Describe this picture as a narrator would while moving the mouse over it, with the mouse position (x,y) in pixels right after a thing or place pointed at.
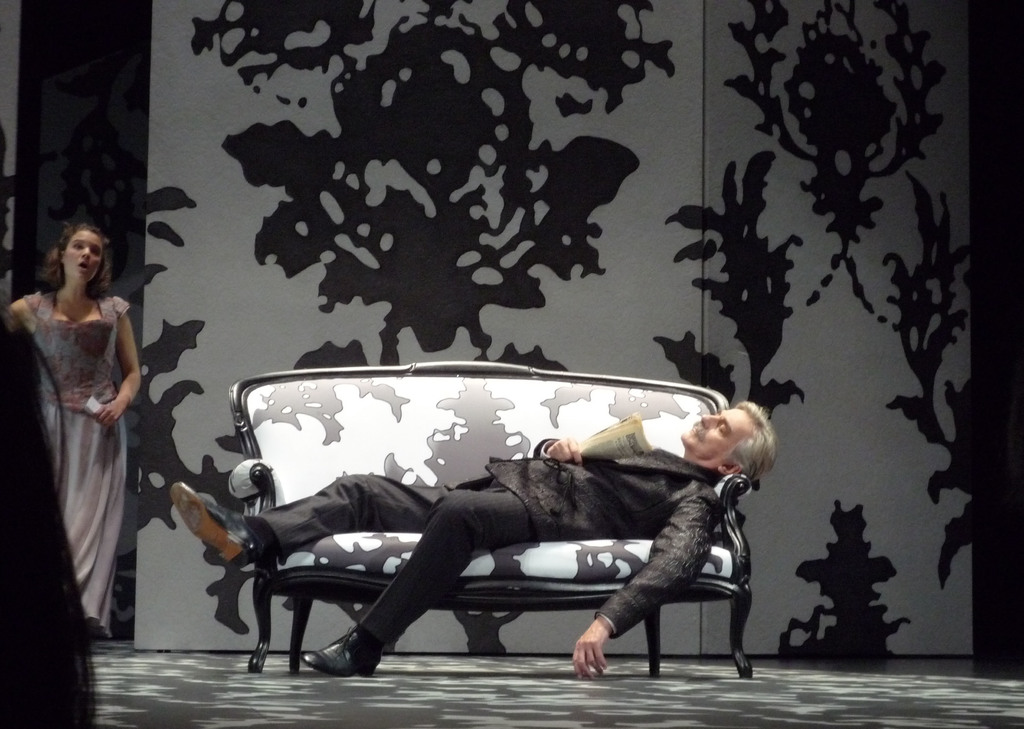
In this image, in the middle (668,464), we can see a man (513,521) lying on the couch (727,533) and holding a book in his hand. On the left side (89,228), we can see a woman (108,582). In the left corner (22,507), we can also see black color. In the background (355,155), we can see a wall (433,194) with some paintings (566,156).
